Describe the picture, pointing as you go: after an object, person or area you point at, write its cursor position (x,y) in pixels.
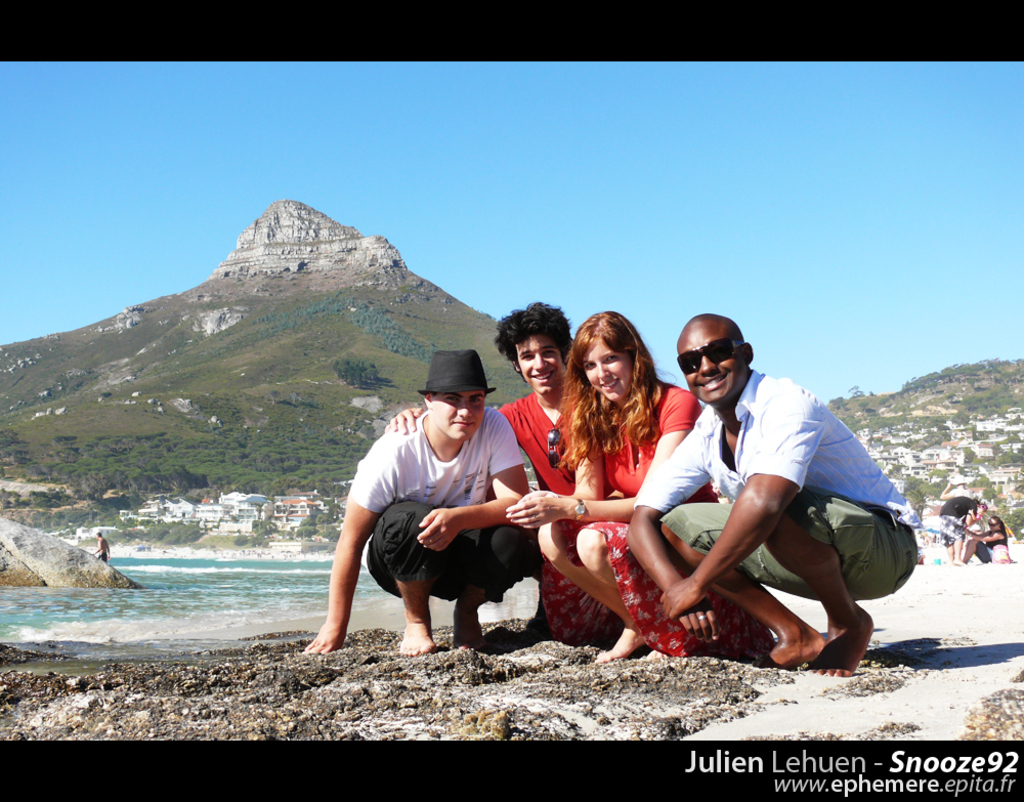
In this image we can see two hills (305,366). There are many trees (1007,456) and plants (892,472) in the image. There is a sea (220,580) in the image. There are few people (982,514) in the image. A person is wearing a hat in the image. There is a rock (46,546) in the image. There are many houses (980,446) and buildings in the image.
